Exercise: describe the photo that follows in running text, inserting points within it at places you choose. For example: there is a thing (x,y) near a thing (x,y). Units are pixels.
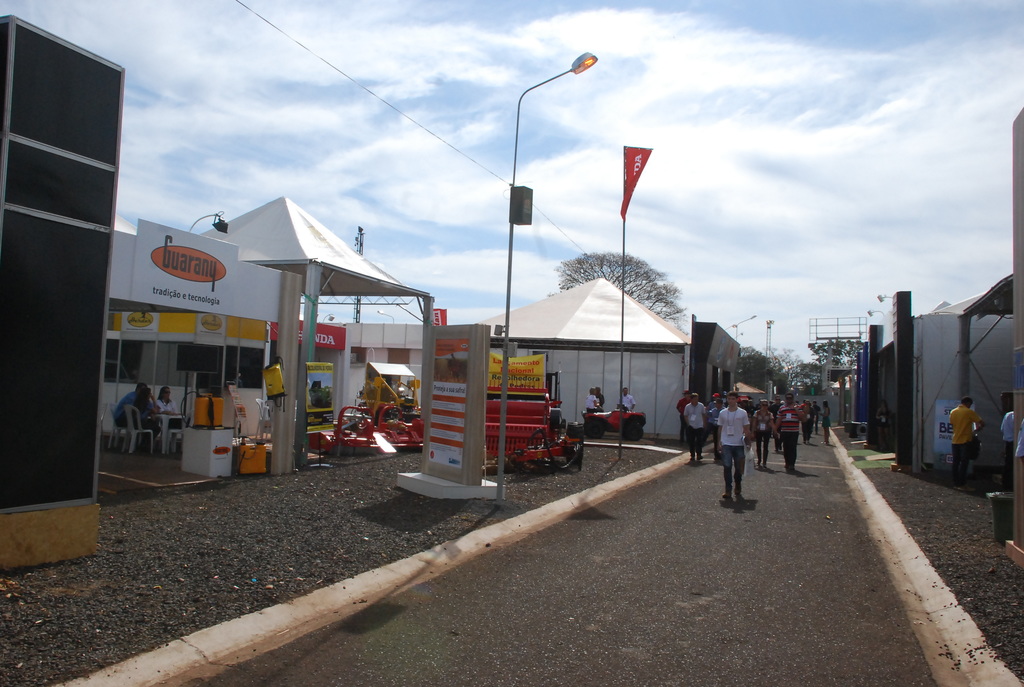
In the foreground of this picture (748,551), there is a path (783,491) and persons (727,468) walking on it. On the right side (957,432), there are person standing and buildings (984,359). In the background (605,321), there are poles (508,291), tents (306,280), boards (231,270), lights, a vehicle (612,414), name board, few persons (626,388) standing, trees (652,294) and the cloud (746,80).
